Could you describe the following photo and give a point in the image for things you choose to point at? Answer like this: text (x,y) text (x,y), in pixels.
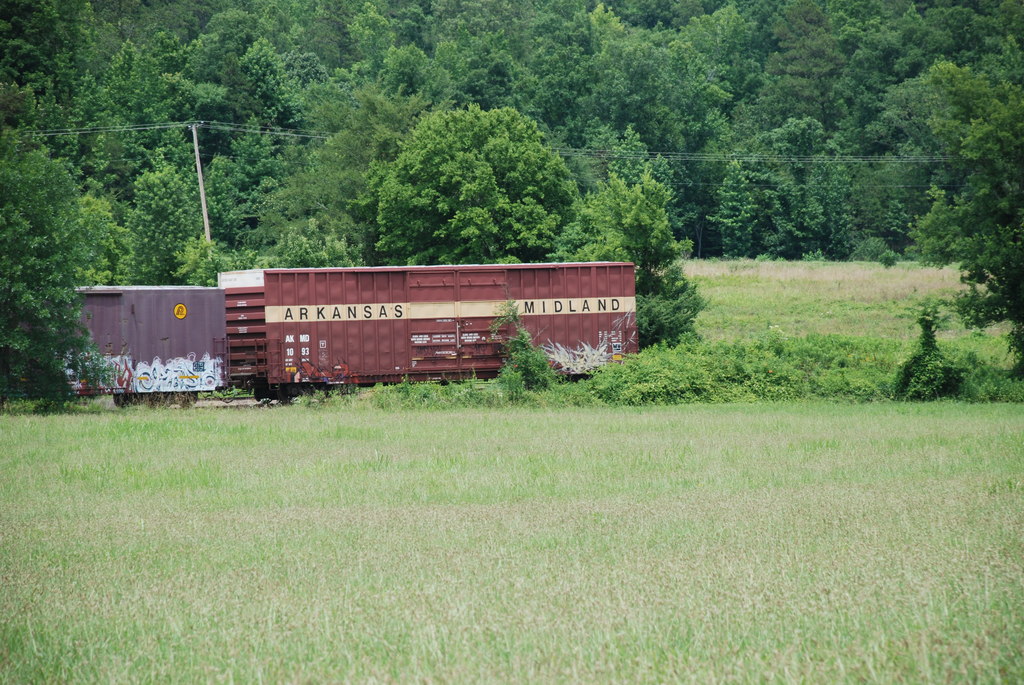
In this picture I can see trees (460,172) and few plants (823,337) and I can see grass (311,570) on the ground (521,616) and I can see few containers (302,346) with some text (428,333).
